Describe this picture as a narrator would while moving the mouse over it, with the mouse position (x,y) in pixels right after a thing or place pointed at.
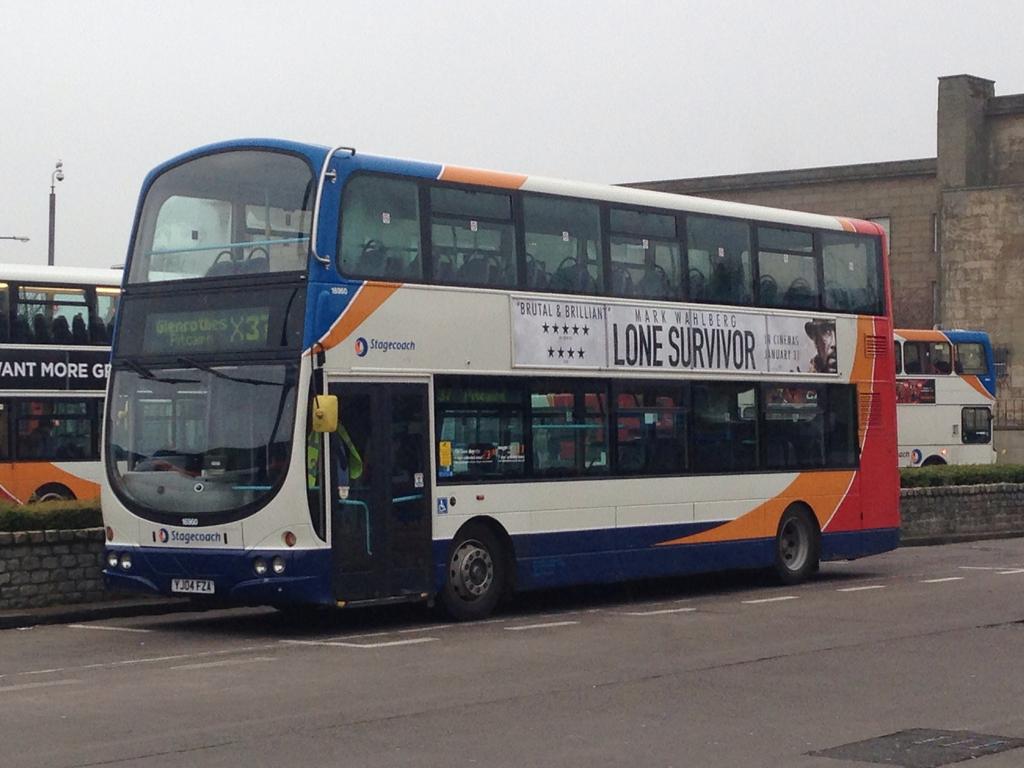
In front of the picture, we see a bus (474,372) in white, blue, red and orange color is parked on the road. We see a poster (747,341) in white color is pasted on the bus (543,419). Behind that, we see the divider (45,557) and the grass (57,510). On the left side (32,423), we see a bus (41,343) in white and orange color. We see some text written on it. On the right side (946,415), we see a bus (917,447) in white, orange and blue color. Behind that, we see a wall (981,278). In the background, we see the street lights (50,249). At the bottom (164,679), we see the road (250,703). At the top (440,93), we see the sky (440,93).
